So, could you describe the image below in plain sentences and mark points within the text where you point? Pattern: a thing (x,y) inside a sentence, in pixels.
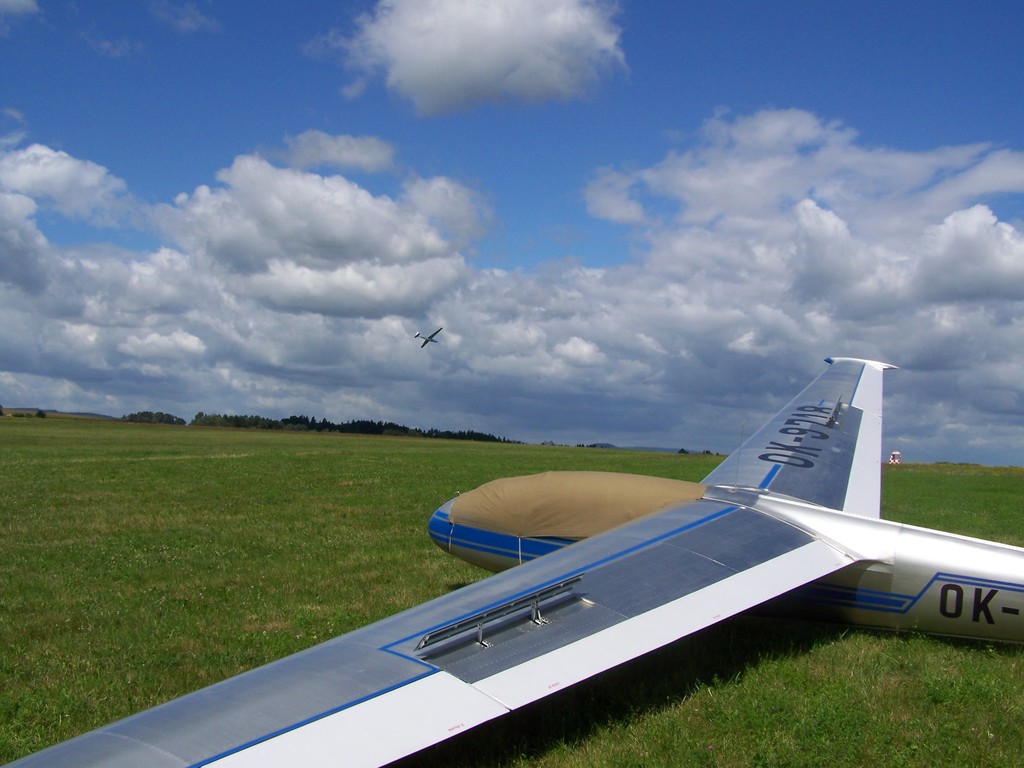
In this picture we can see an aircraft (689,584) here, at the bottom (859,722) there is grass (895,710), we can see clouds (566,319) and the sky (504,197) at the top of the picture (544,117), in the background (367,425) there are some trees (422,431), we can see an airplane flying here.
